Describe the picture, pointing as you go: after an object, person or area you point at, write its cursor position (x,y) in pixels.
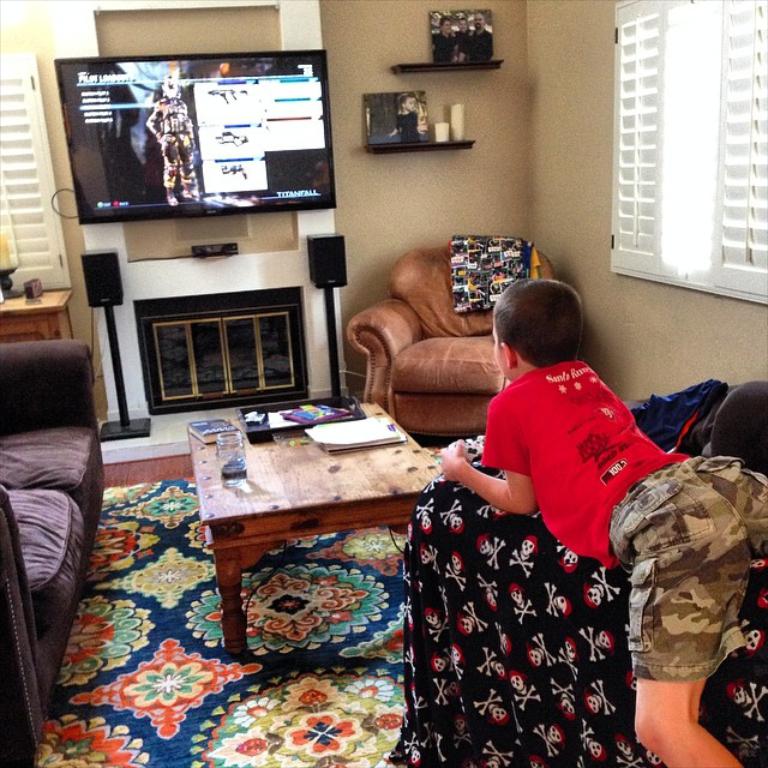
This is a picture taken in a room (440,451). The boy (558,443) in red t shirt (553,462) lying on a couch (507,587). In front of the man (540,455) there is a table (296,487) on the table (278,489) there is a glass (218,446), book (206,430) and papers (309,429). In front of the table (282,483) there is a television (269,181) on the wall (360,180) with a shelf (429,150).
